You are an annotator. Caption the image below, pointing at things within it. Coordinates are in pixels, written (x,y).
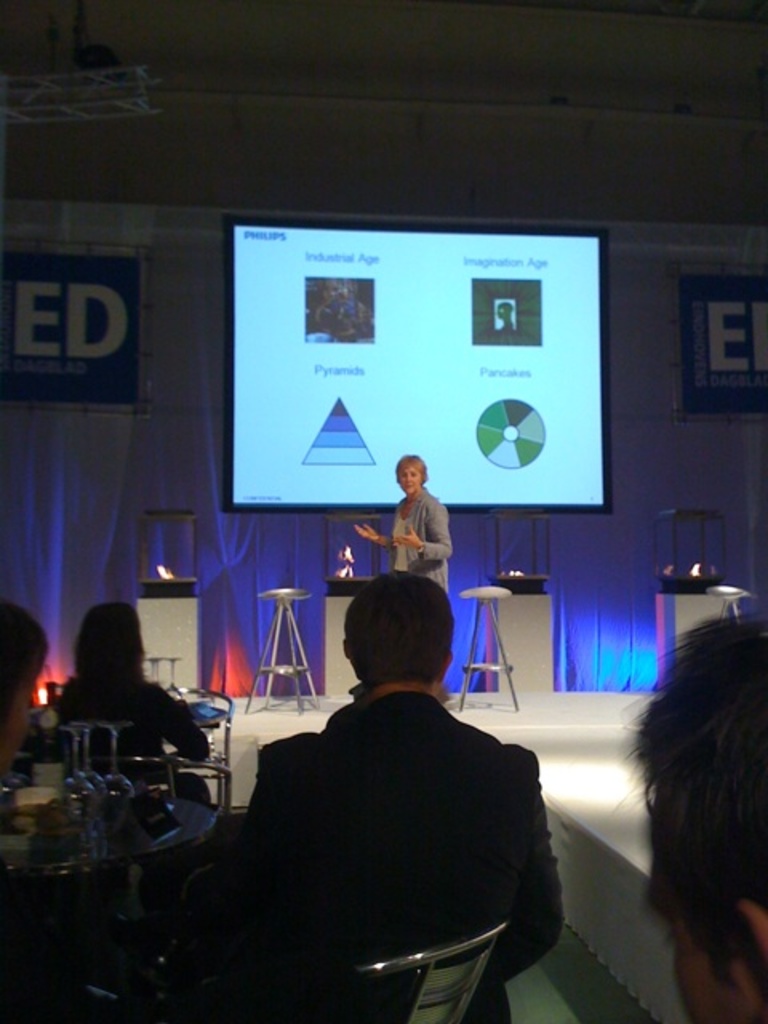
This image consists of some persons (355,771). There are tables (133,837) on the left side (31,874). On that there are glasses (117,813) and plates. There is a screen (392,375) in the middle (392,469). There is a person (401,479) standing in the middle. There are chairs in the middle (304,659).
